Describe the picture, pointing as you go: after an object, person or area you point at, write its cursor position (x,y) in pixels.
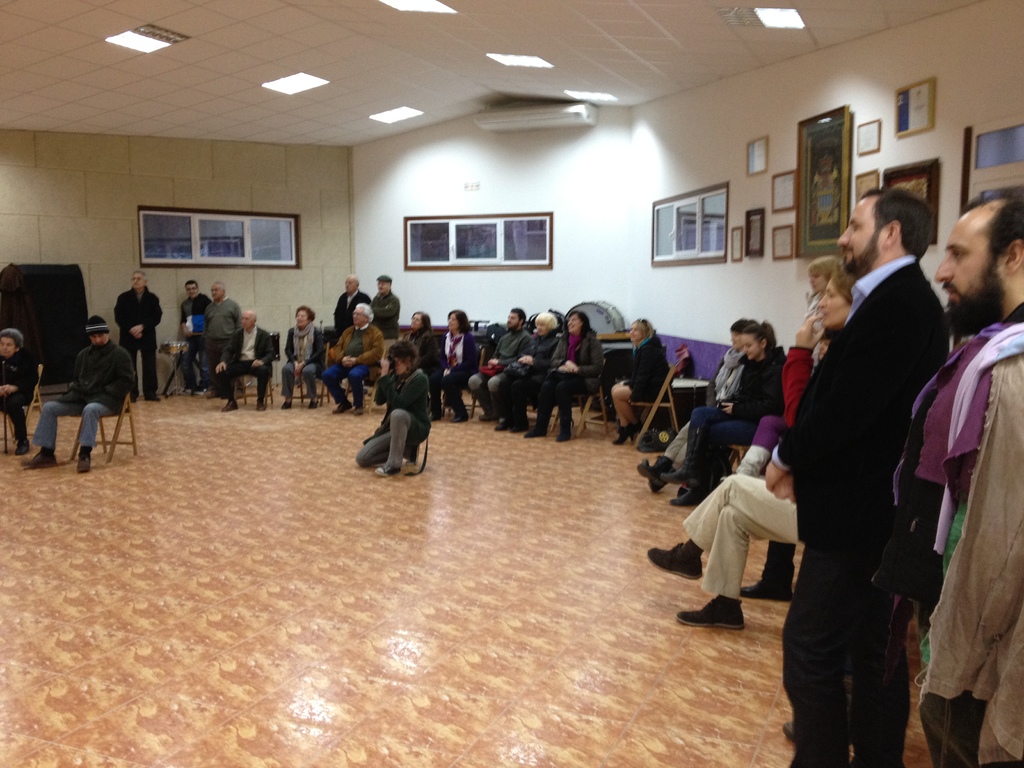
In the picture I can see some persons (351,373) standing and sitting on chairs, in the middle of the image (417,439) there is a person (389,444) crouching down holding camera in his hands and in the background (531,195) there is a wall (20,242), there are some photo frames (842,176) attached to the wall (963,64), there are glass windows (684,209).
